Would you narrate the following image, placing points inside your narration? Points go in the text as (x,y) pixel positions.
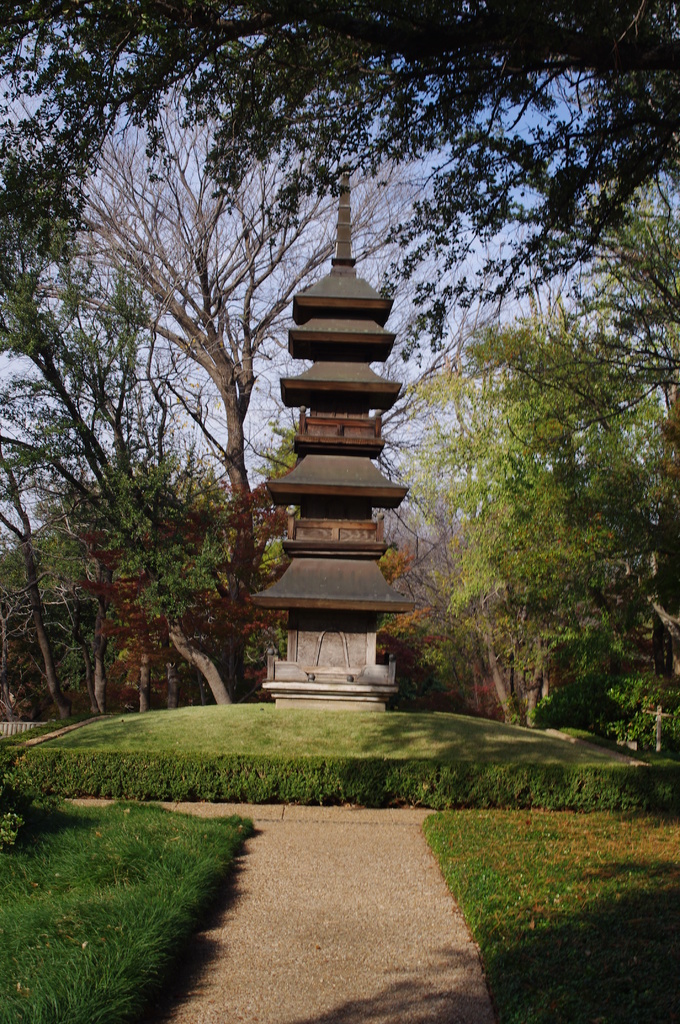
In this image I can see the tower (270,497), background (268,472) I can see few trees (213,562) in green color and the sky (160,265) is in blue color.
